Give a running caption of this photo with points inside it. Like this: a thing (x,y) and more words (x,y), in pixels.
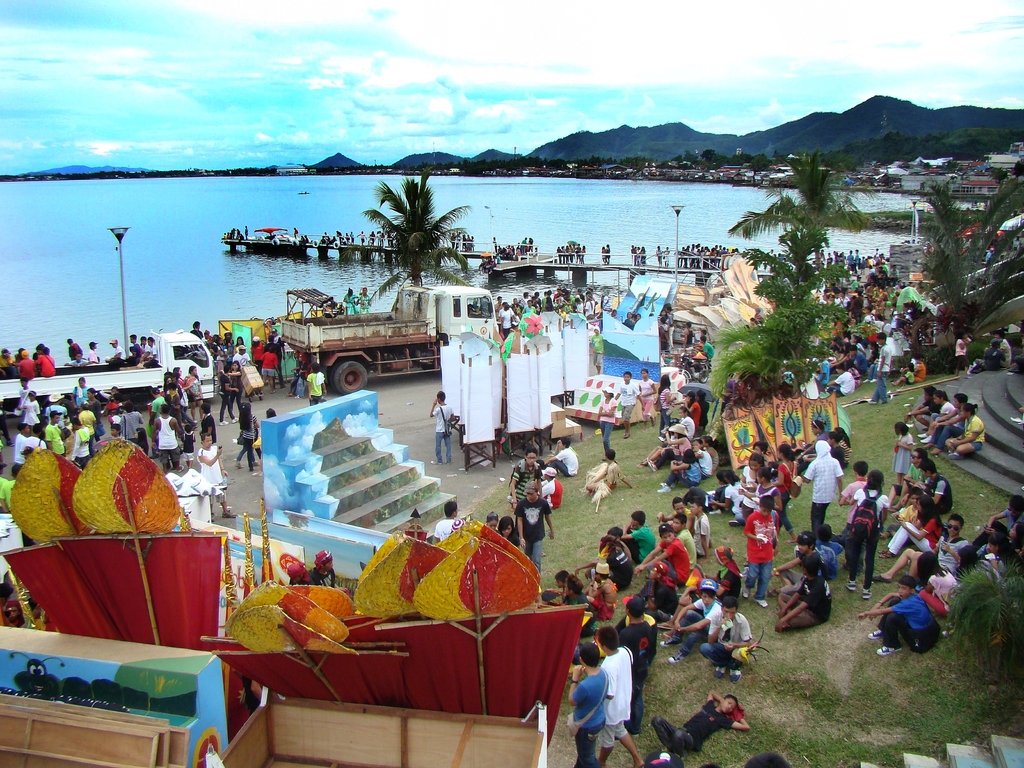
In this image we can see some people (669,601) and there are some objects (495,764) on the ground (552,748) and there is a stairway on which some people (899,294) are sitting and there are some trees (798,337). There are vehicles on the road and we can see the water (44,246) and there is a bridge (642,270) and on the bridge (626,270) we can see some people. There are some street lights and in the background (514,163), we can see some buildings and the mountains (964,127) and at the top (323,52) there is a sky (131,120).
